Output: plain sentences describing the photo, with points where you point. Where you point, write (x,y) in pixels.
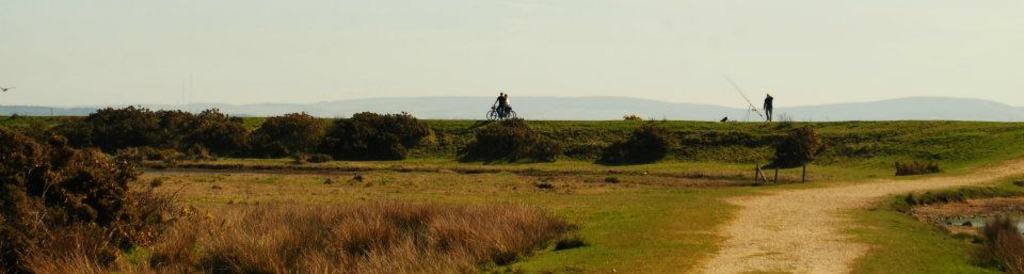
In this picture we can see some grass (355,213) on the ground (310,210). There is a path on the right side (742,253). There are a few plants (398,132) from left to right. We can see two people (505,112) on the bicycles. There is a person (769,120) visible in the background (767,101).
